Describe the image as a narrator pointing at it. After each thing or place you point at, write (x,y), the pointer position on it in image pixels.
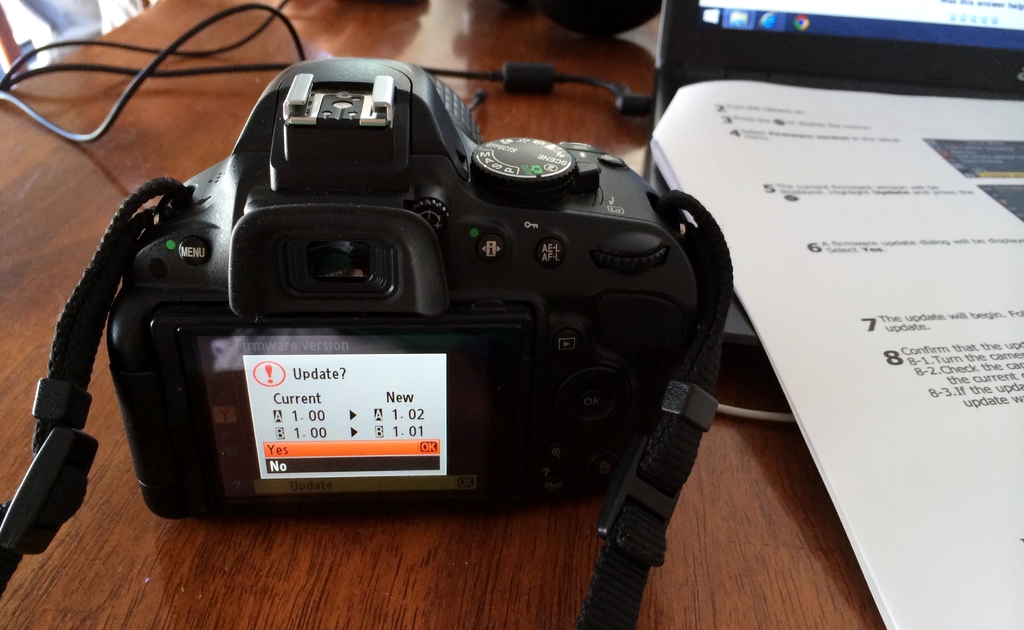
In the image we can see there is a camera (457,268) and a laptop (851,27) are kept on the table (829,582). There are papers (853,144) kept on the laptop (766,14) and there are wires (552,83) connected to the laptop (757,55).
